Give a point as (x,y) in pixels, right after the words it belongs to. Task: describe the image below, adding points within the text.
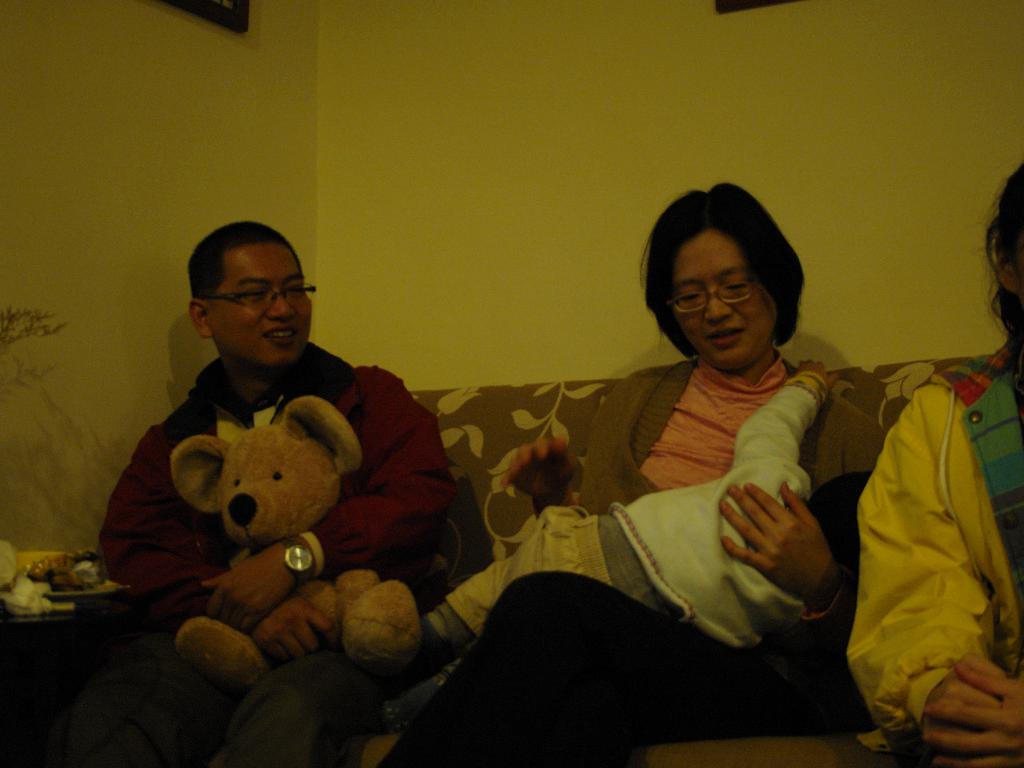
In this image we can see a man (367,458) and a woman (705,641) sitting on the sofa (689,755). There is a baby (707,592) on the lap (595,628) of the woman (582,617). The man (399,501) is holding a teddy bear (275,529) in his hand (281,593). There is one more person (933,517) on the right side of the image (935,511). In the background (780,161), we can see the wall (131,196). At the top of the image (179,6), we can see frames (736,0). On the left side of the image (67,622), we can see a table (46,641) and some objects (38,584).
